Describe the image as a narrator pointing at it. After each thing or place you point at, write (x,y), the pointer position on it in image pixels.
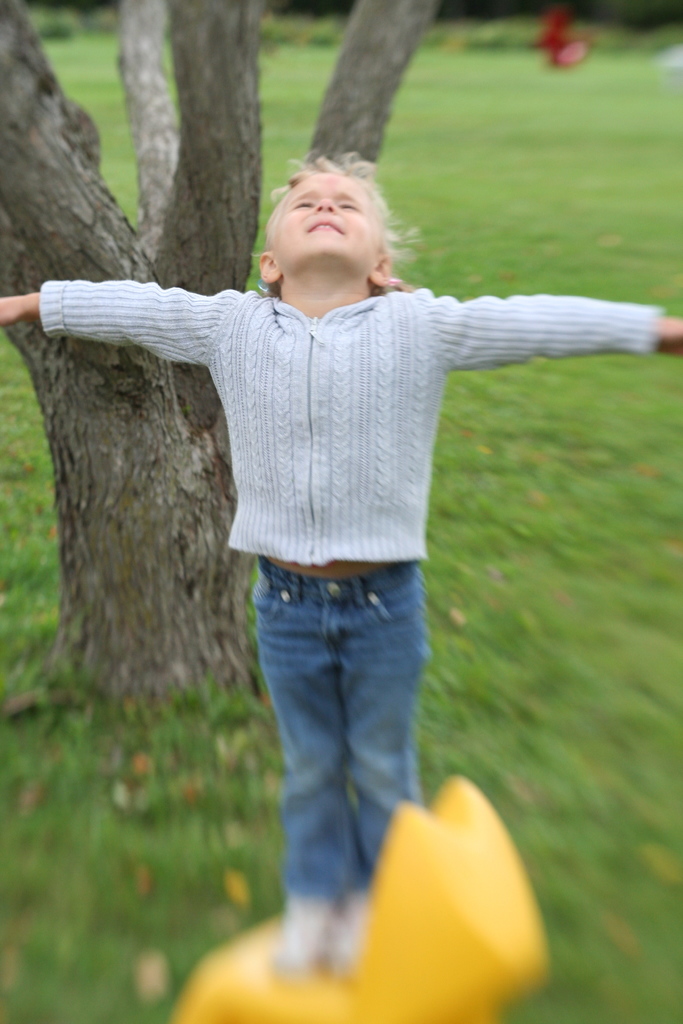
There is a child (329,524) in jean pant (346,634), stretching his both hands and standing on an yellow color object (403,931). In the background (211,715), there is a tree (131,615) and grass (486,128) on the ground (634,139).
